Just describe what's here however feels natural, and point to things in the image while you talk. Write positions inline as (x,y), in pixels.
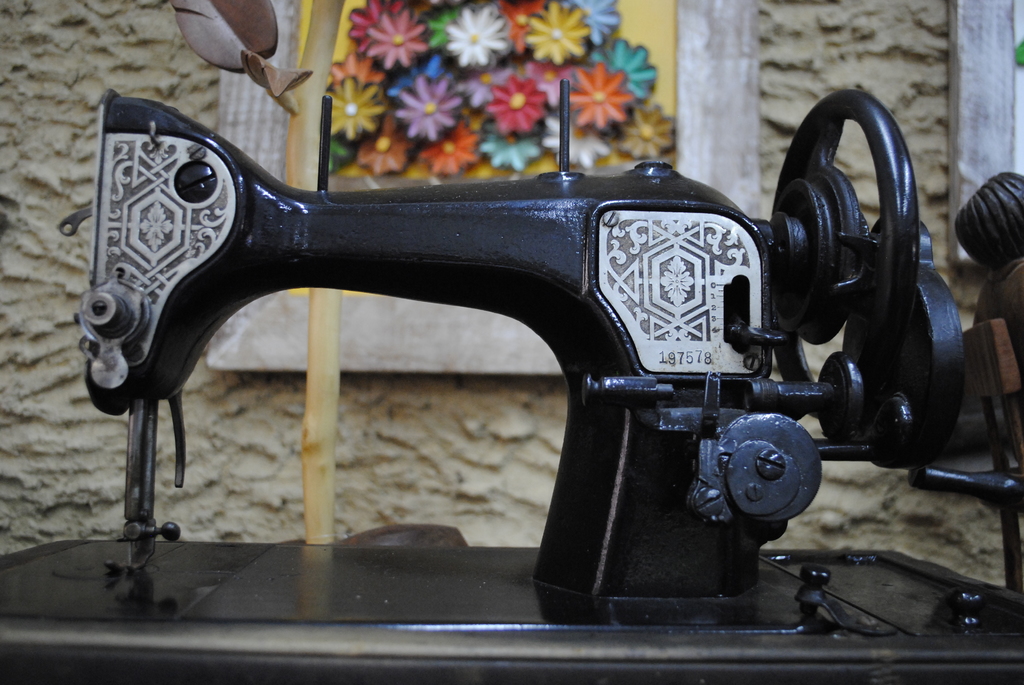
In this image there is a sewing machine (344,572), in the background (58,47) there is a wall (926,47) for that wall (793,41) there is a frame (627,31).
